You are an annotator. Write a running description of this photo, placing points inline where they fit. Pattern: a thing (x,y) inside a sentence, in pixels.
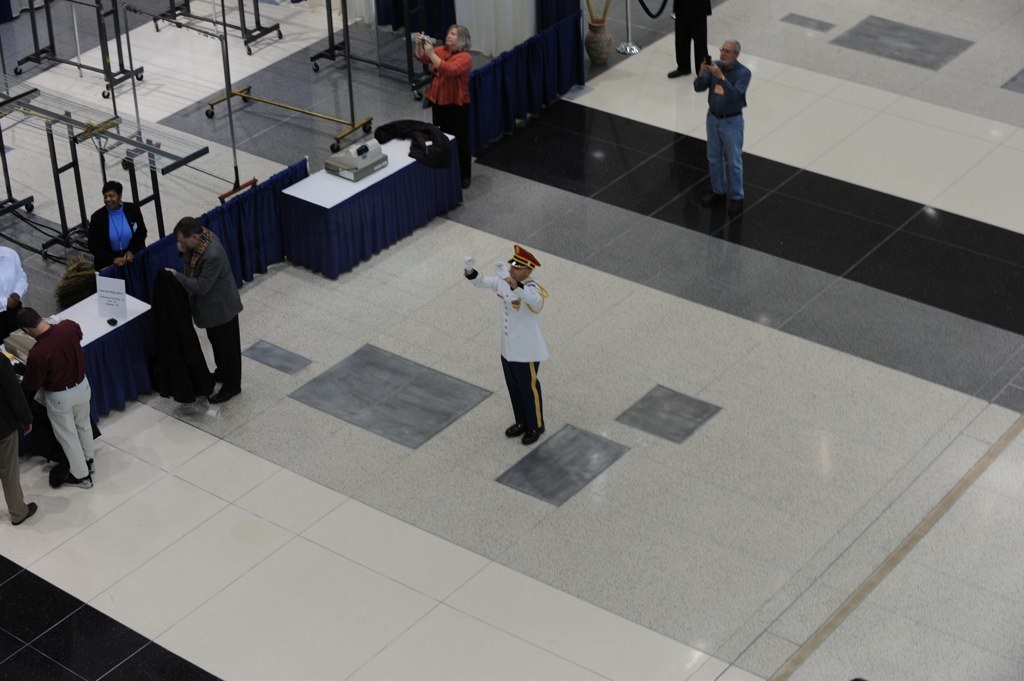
Here in this picture in the middle (502,331) we can see a person (505,328) standing on the floor (474,330) and we can see he is wearing a uniform (520,334) with a cap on him over there and we can also see other people (64,353) standing over there and the persons (459,149) behind him are capturing something in the cameras (418,43) present in their hands (431,49) and we can also see a couple of table (392,199) with something present on it over there and on the left side (212,302) we can see some people (51,362) standing near the table (128,334) over there and behind them we can see metal racks (100,152) present over there.
